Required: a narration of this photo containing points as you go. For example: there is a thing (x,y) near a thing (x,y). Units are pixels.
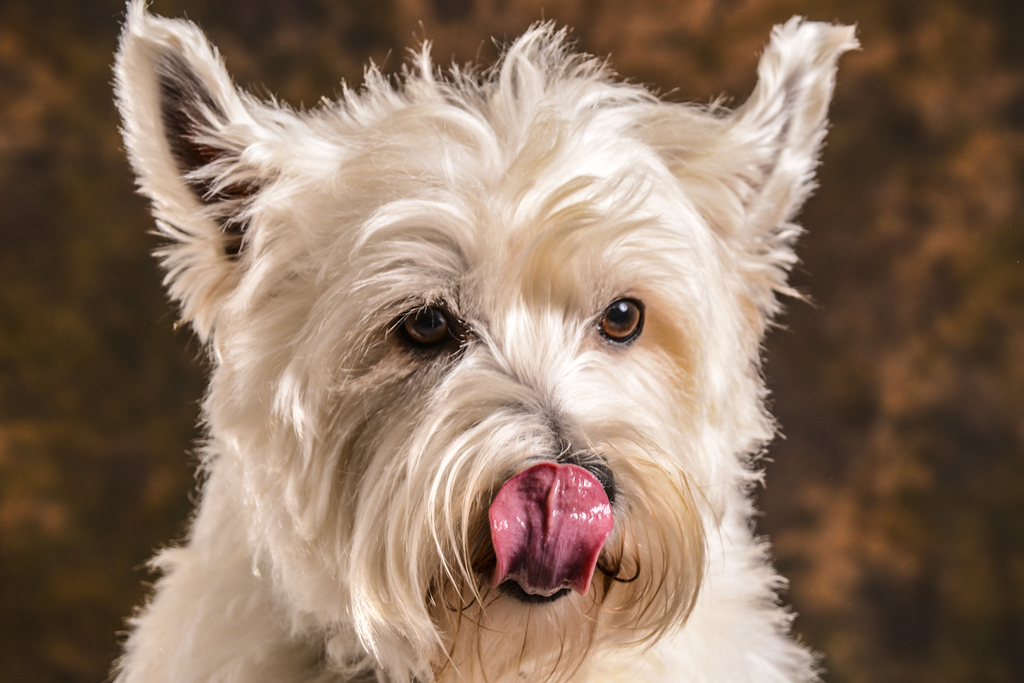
There is a dog (413,432) present in the middle of this image (575,323). We can see brown color in the background (146,388).
